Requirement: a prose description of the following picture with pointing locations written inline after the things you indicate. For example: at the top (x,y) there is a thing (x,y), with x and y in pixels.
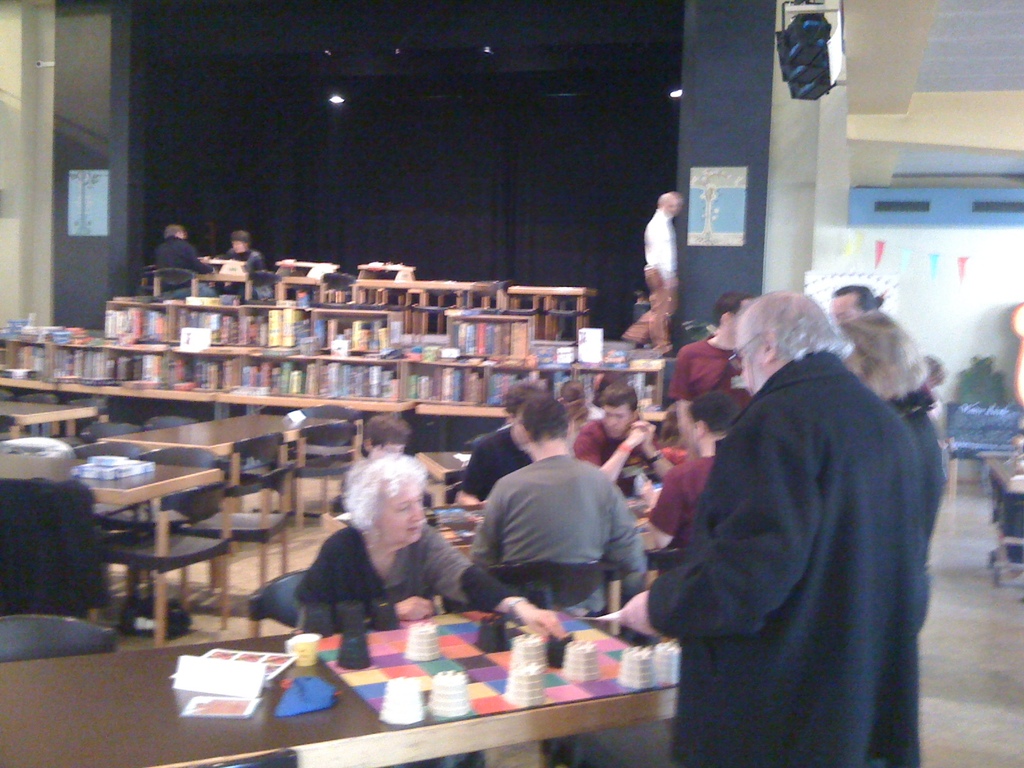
This picture is of inside. In the foreground (756,440) we can see a Man (788,414) standing and a woman (386,533) sitting on the chair (278,587). There is a table (268,744). In the center (615,391) there are group of person (605,456) sitting on the chairs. In the background (225,314) we can see the table (333,320) and some books (339,337) placed on the top of the table (317,342). We can see the curtains (534,195).
